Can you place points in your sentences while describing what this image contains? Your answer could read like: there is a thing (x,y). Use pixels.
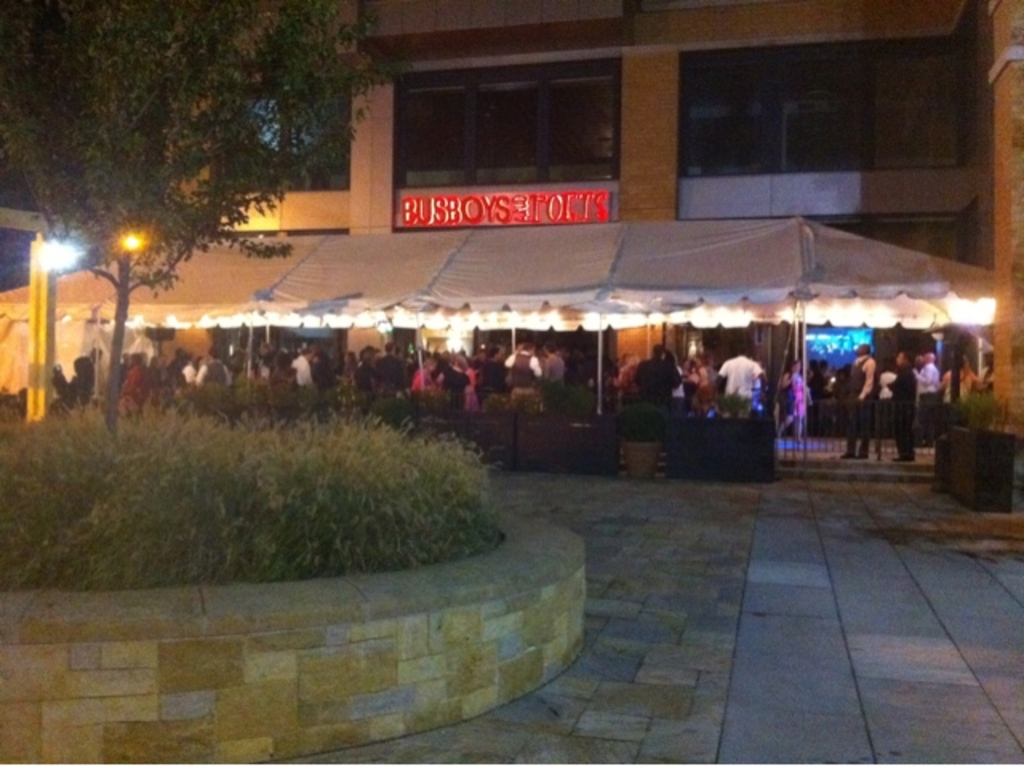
In this image we can see a building (618,217), on the building (520,222) we can see the text (594,212), in front of the building (702,211) we can see a tent (106,369), there are few people (415,388), lights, grass (216,519), poles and the fence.
